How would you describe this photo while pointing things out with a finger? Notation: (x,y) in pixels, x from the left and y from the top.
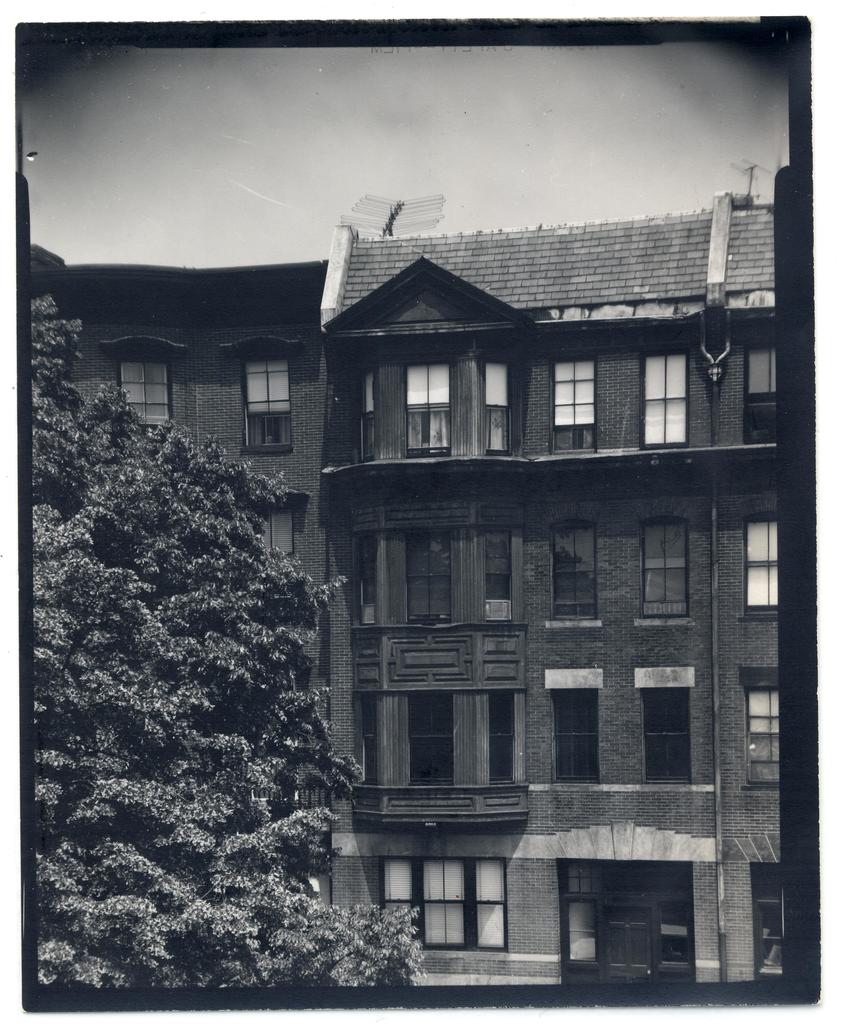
In this picture we can see a tree (183,693), buildings (365,680) with windows (370,701), doors (624,924), pipes (713,511) and in the background (318,181) we can see sky (403,187).
